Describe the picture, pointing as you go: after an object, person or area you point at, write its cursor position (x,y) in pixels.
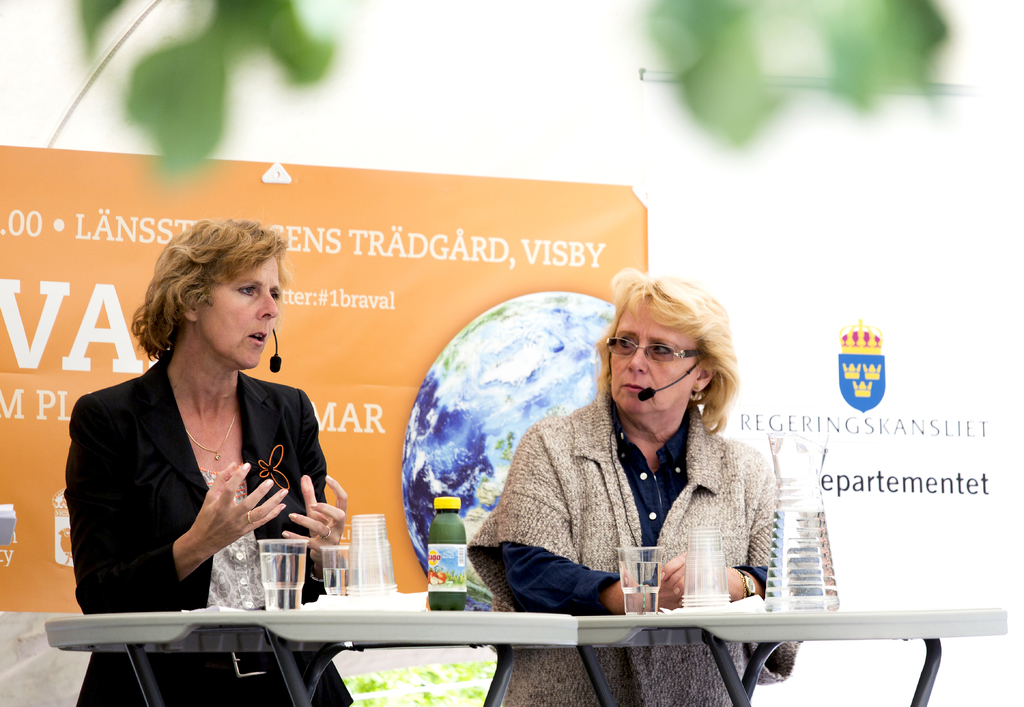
In this image I can see two persons (208,469) with microphones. There are glasses (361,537) with water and there are some other objects (456,579) on the table (590,622). In the background (414,468) it looks like a board (453,228) and at the top of the image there are leaves (827,1).
